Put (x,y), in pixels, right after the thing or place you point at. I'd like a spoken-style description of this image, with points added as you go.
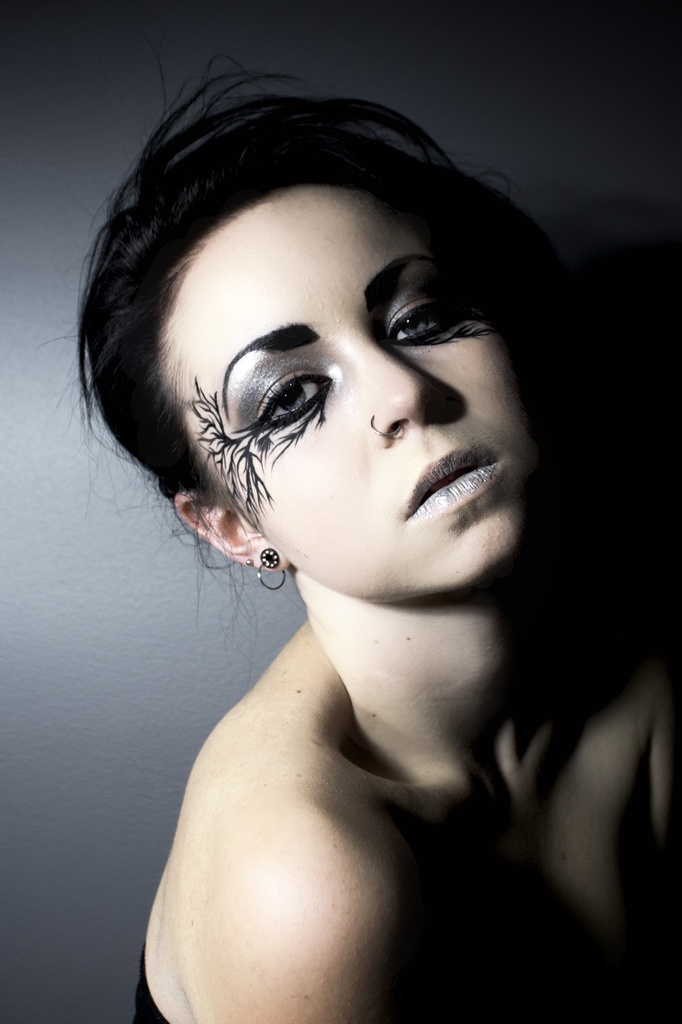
In this image there is a woman (390,536).
